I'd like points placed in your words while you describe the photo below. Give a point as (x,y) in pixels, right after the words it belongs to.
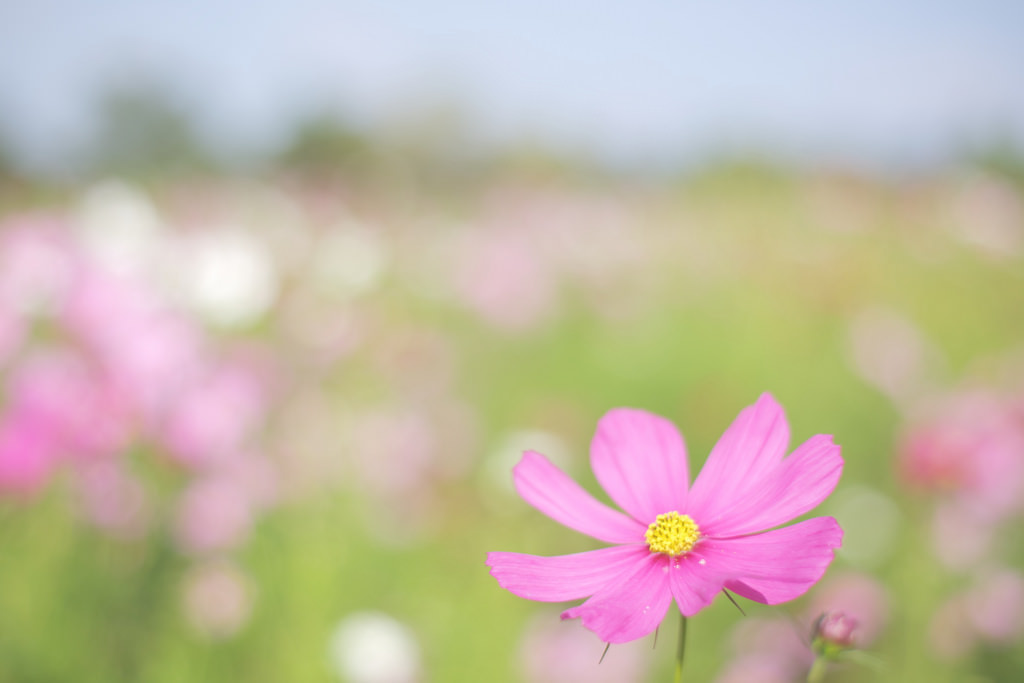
In this image, at the right side (683,626) there is a pink color flower (695,593), at the background (475,426) there are some pink color flower (171,347) and green color plants (531,370), at the top (508,49) there is a sky (642,52).
